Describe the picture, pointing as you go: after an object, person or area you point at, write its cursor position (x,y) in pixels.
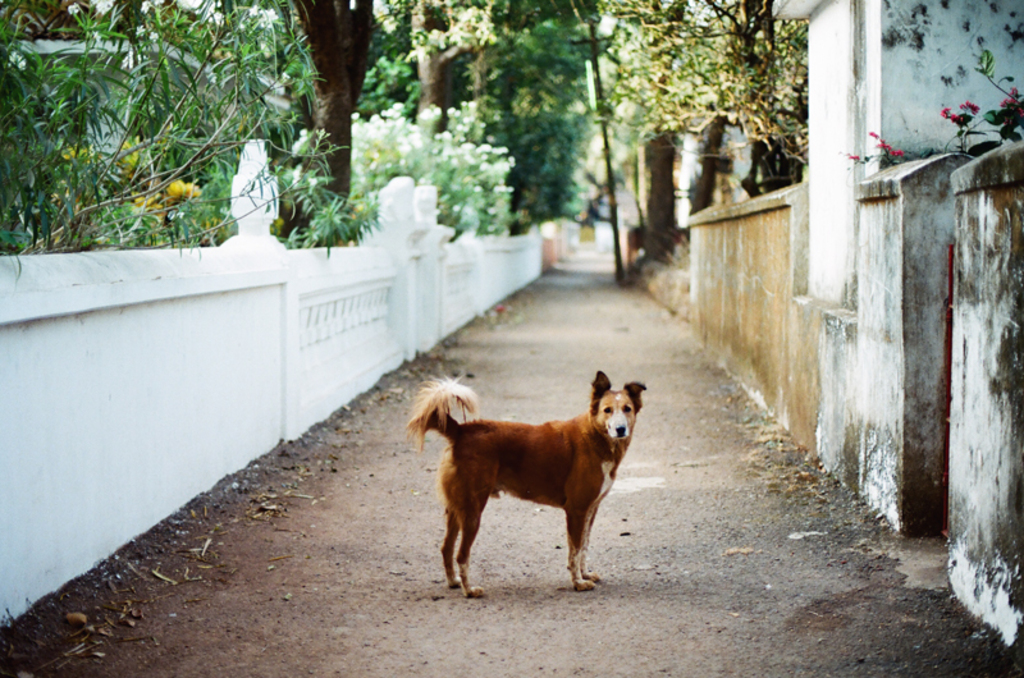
In this image there is a dog (422,450) standing, and in the background (6,9) there are trees (473,4).
